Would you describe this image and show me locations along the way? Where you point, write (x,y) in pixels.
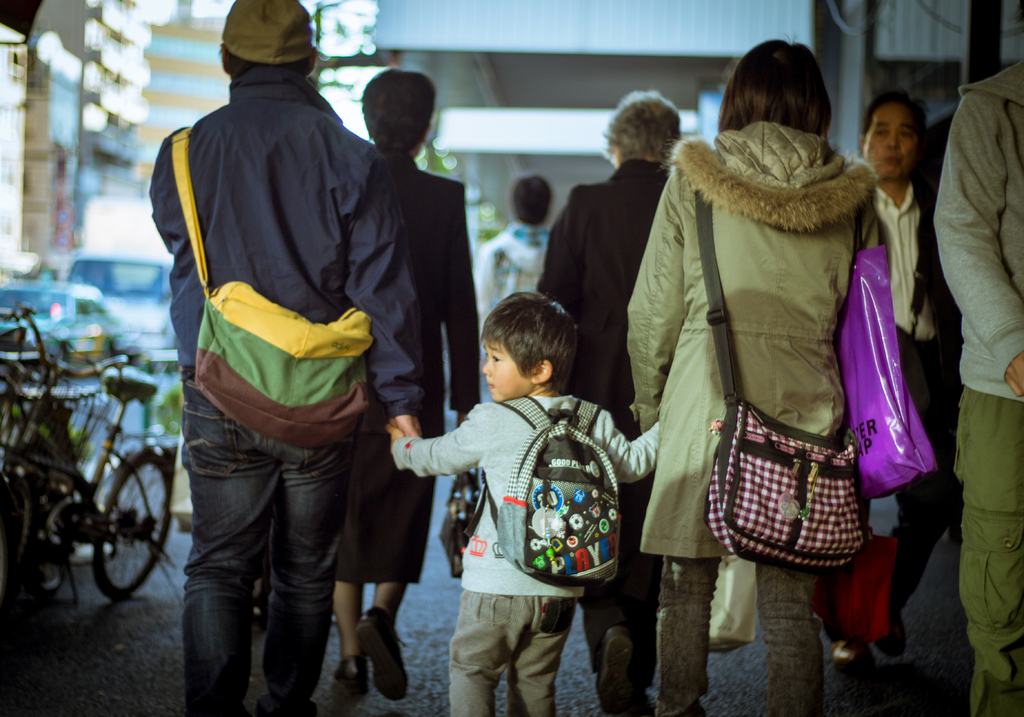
Here we can see a group of people (309,248) walking through the road (436,697) and there is a boy (404,443) in between a couple of people (636,420) and the boy (629,447) is having a backpack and on the left side (46,324) we can see bicycles (170,528) and cars (90,257) present.
